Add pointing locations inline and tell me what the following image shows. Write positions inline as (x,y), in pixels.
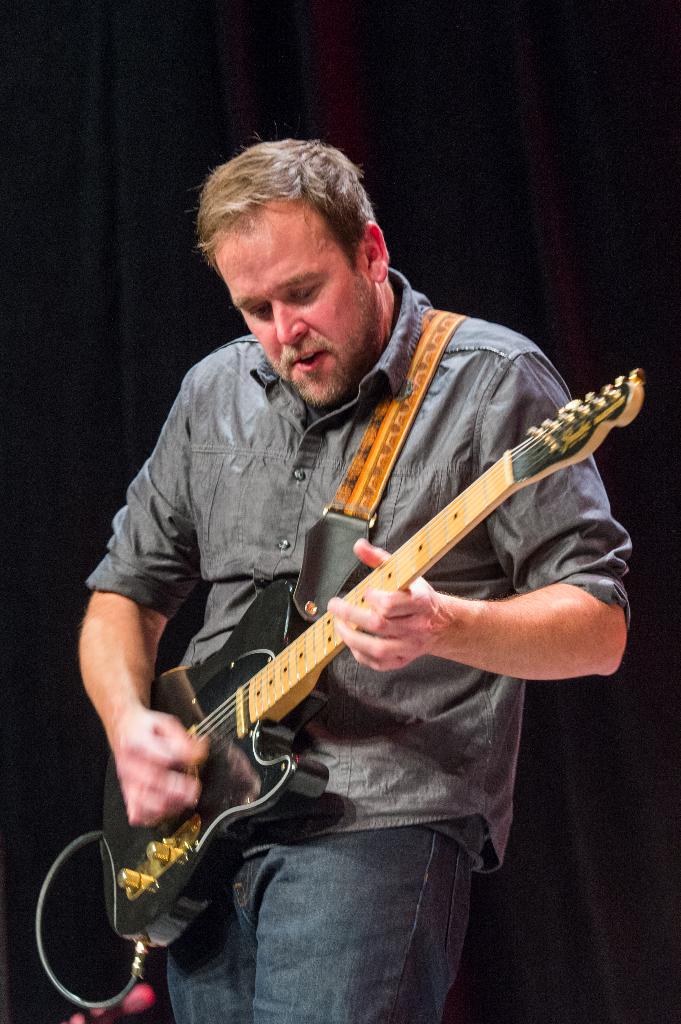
In this image, we can see a person (393,289) wearing clothes (449,849) and playing a guitar (242,726).
